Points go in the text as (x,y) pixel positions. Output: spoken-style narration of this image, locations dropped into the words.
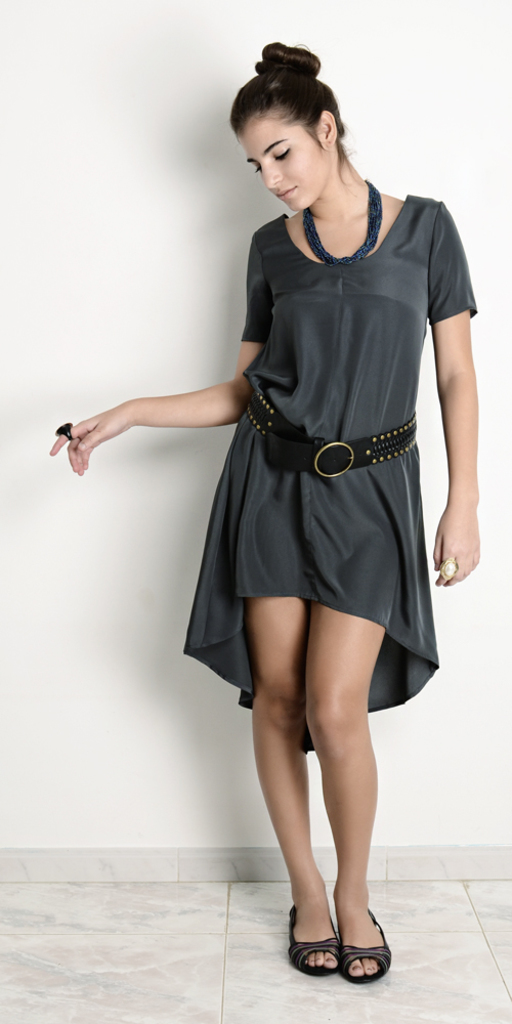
In this image, I can see a woman (287,857) is standing on the floor (197,917). In the background (124,757), there is a wall (115,289), which is white in color.
